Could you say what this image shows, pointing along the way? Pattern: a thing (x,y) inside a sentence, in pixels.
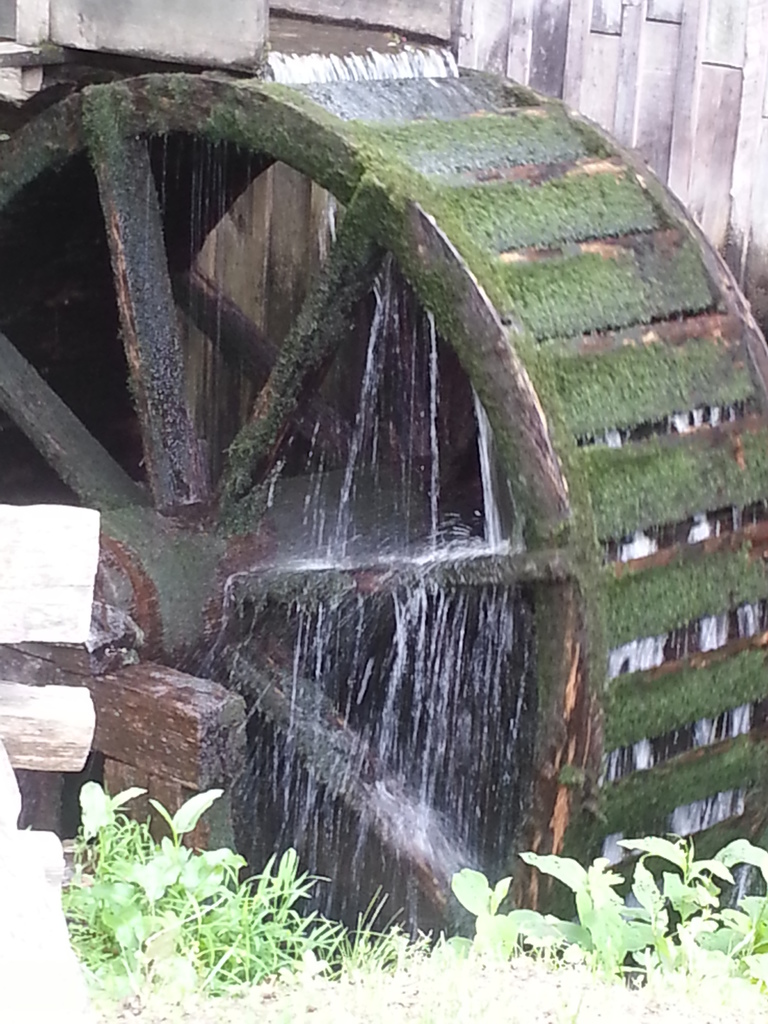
In this image, we can see a wheel like object (469,923) and we can see water (334,846) flowing. We can see some green leaves (642,885).
